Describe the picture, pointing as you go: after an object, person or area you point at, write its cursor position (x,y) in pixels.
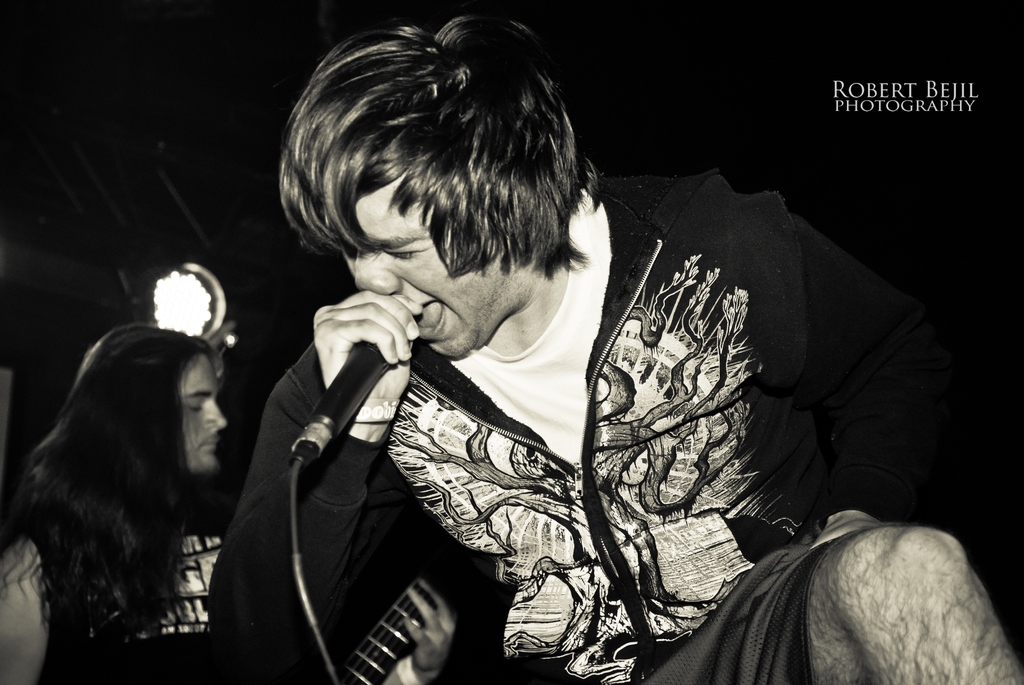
In this image I can see a person (548,455) wearing the jacket (582,479) and holding the mic (330,409). To the back of him there is another person (131,463). In the background (194,299) there is a light (196,284).
